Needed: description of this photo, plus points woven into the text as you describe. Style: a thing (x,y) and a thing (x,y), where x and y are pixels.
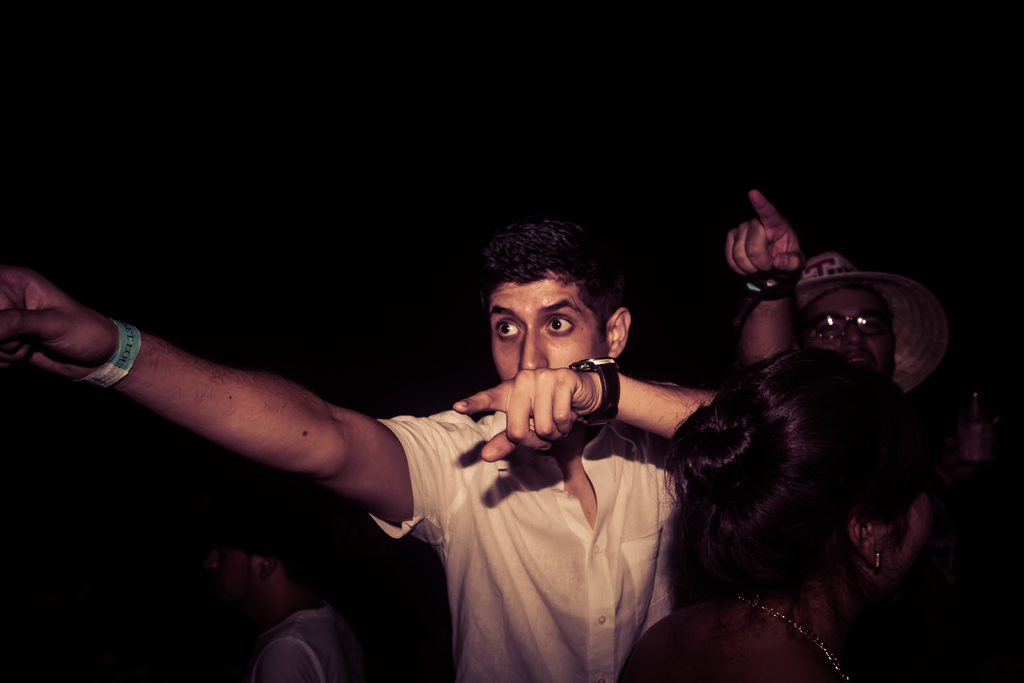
There is one man (538,517) standing and wearing a white color shirt (538,529) present at the bottom of this image (559,513). We can people (897,496) on the right side of this image (899,472) and on the left side of this image (301,576) as well. It is dark in the background (505,197).
